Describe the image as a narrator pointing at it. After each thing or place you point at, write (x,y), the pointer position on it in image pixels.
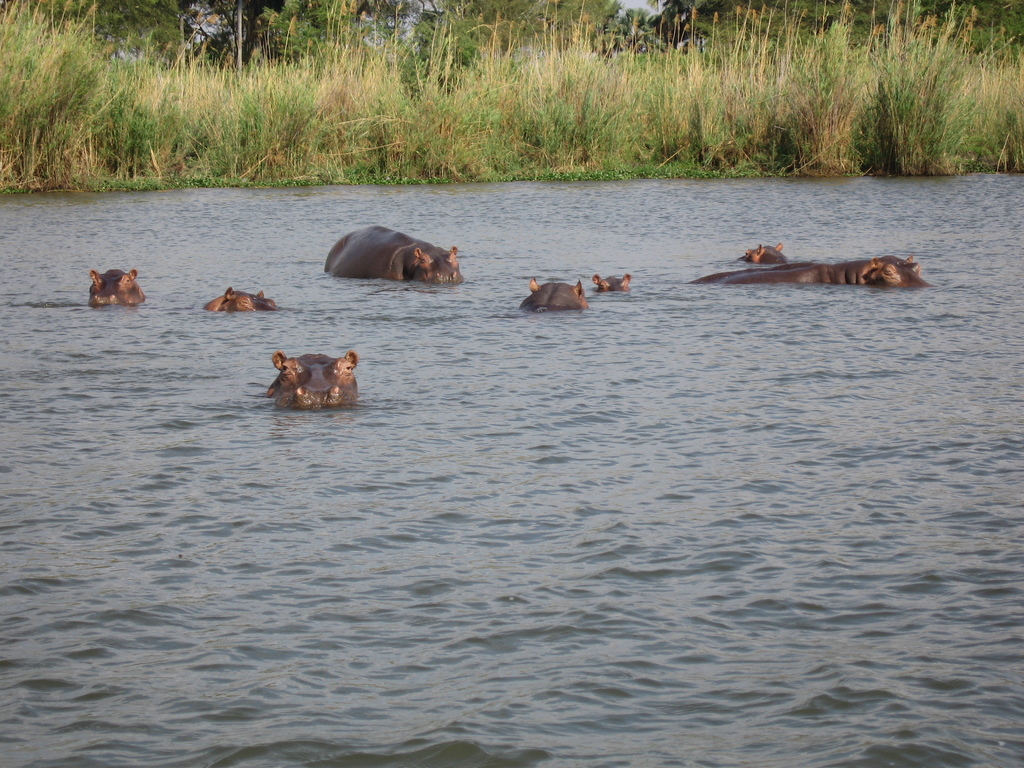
In this image we can see few animals (437,276) in the water (636,420), grass (507,68) and trees (433,35) in the background (512,50).
